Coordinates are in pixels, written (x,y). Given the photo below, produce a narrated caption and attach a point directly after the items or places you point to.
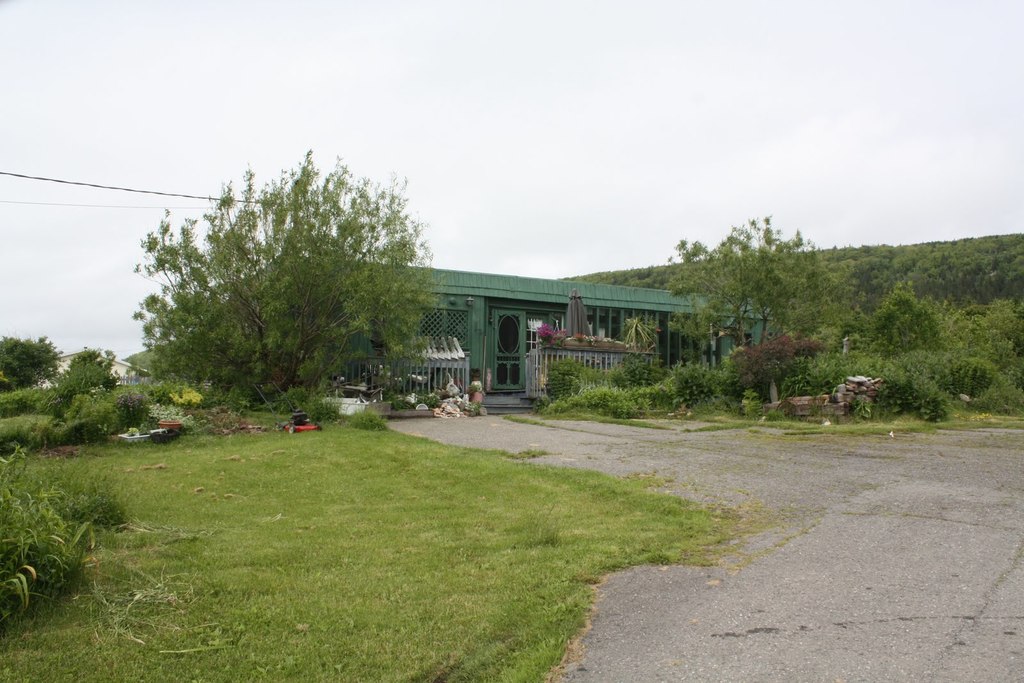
In this picture there is a road (762,463) and there is a greenery ground (478,529), few plants (110,376) and trees (295,385) on either sides of it and there is a building (470,305) which is in green color and there is another building (123,372) in the left corner (75,355).
